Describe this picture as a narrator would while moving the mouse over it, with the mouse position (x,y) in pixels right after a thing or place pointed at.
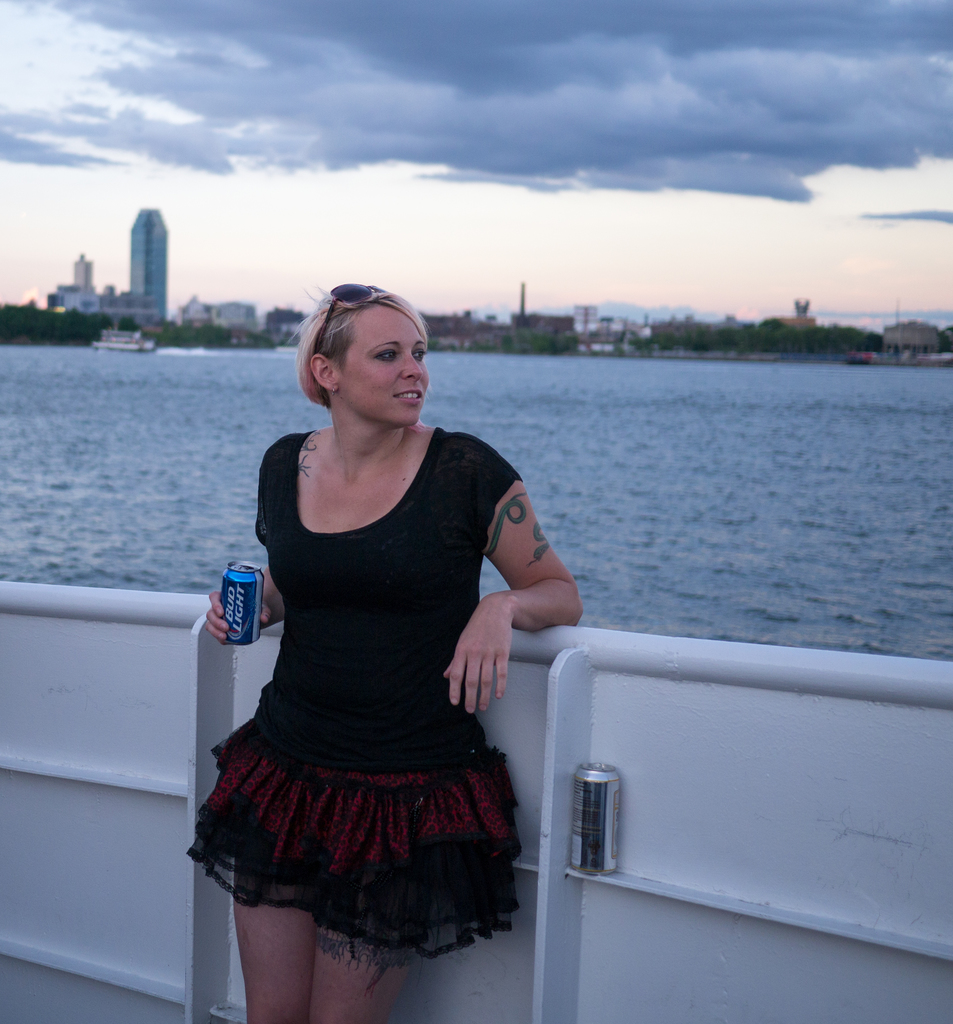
In this image I can see a woman (295,698) is standing in the front (345,718) and behind her I can see a white colour thing (619,667). I can also see she is holding a can (239,595) and on her head (357,308) I can see a shades (365,298). I can also see she is wearing black colour dress (388,730) and on the right side of this image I can see one more can (609,783). In the background (584,568) I can see water (908,647), number of trees (731,339), number of buildings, clouds (913,103), the sky (337,255) and a boat (107,340) on the water (144,398).
